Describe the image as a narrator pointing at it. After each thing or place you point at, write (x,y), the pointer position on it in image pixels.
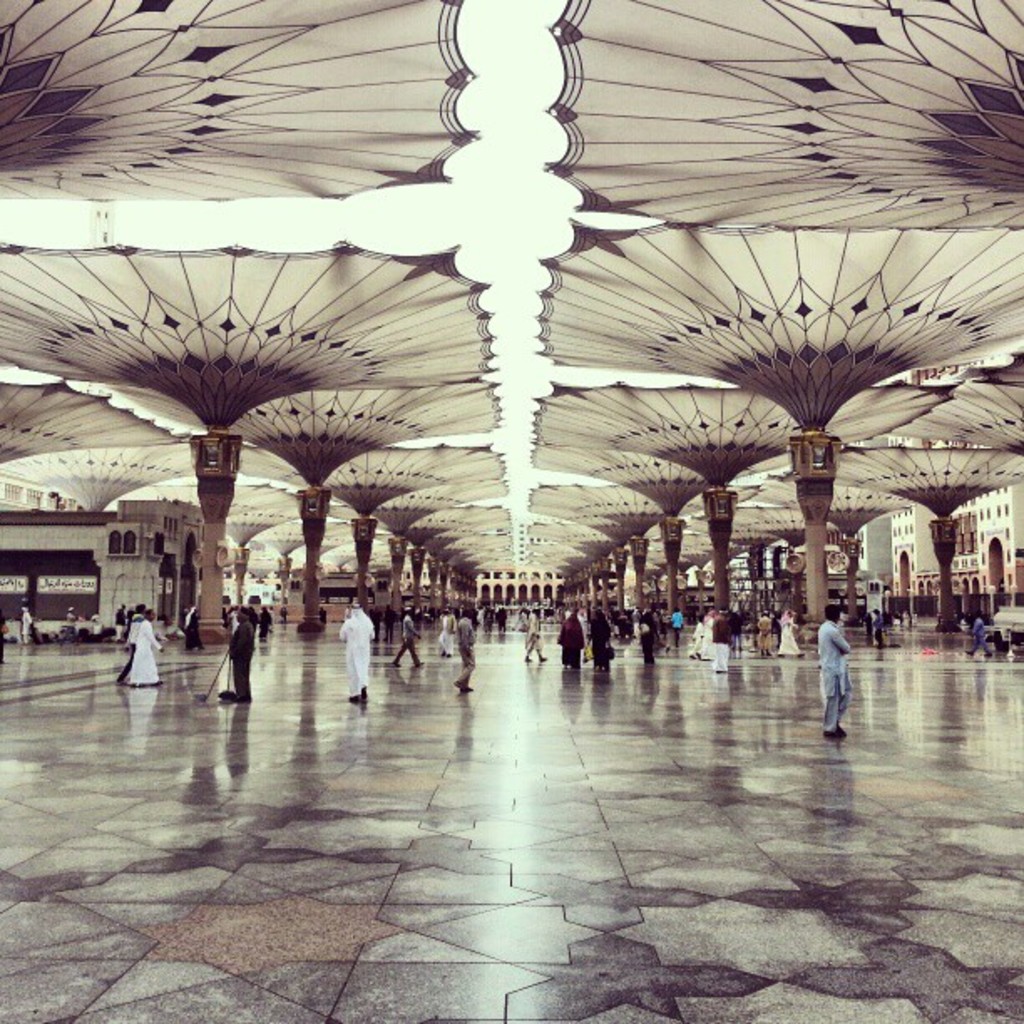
In this image there are so many people (91,628) walking on the floor (1014,841) under the tents (602,499).
